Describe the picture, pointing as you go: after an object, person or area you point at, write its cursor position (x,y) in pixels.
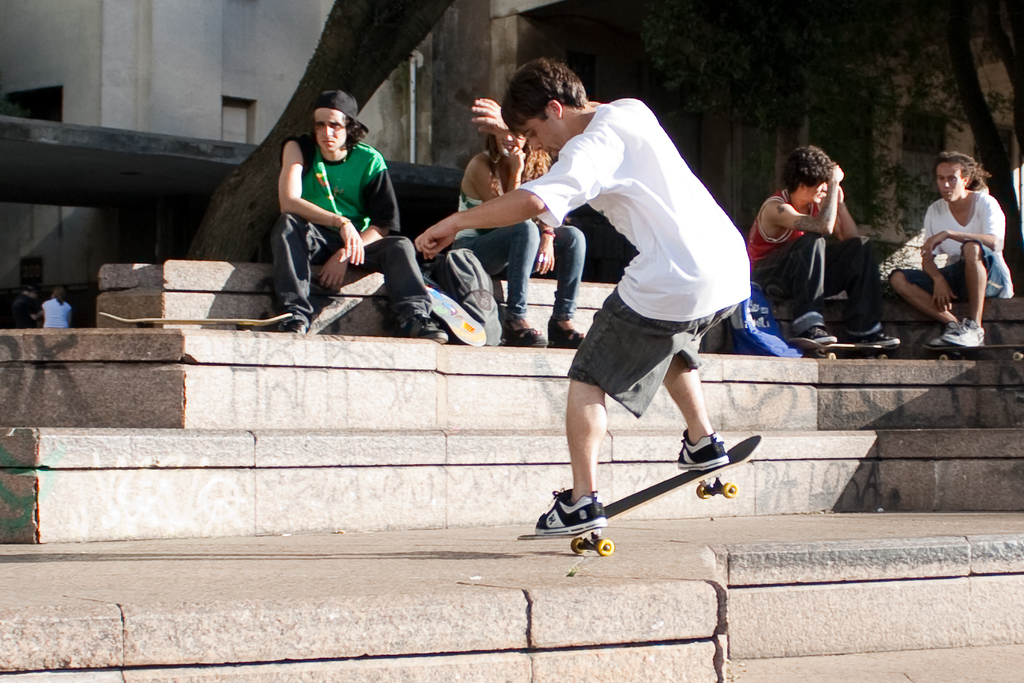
In this picture I can see a man (705,441) standing on the skate board (624,504) and skating and I can see few people (287,330) seated and few skateboards (448,316) and a building (254,24) and I can see trees (771,68) and couple of them (59,303) standing on the back (35,296).
